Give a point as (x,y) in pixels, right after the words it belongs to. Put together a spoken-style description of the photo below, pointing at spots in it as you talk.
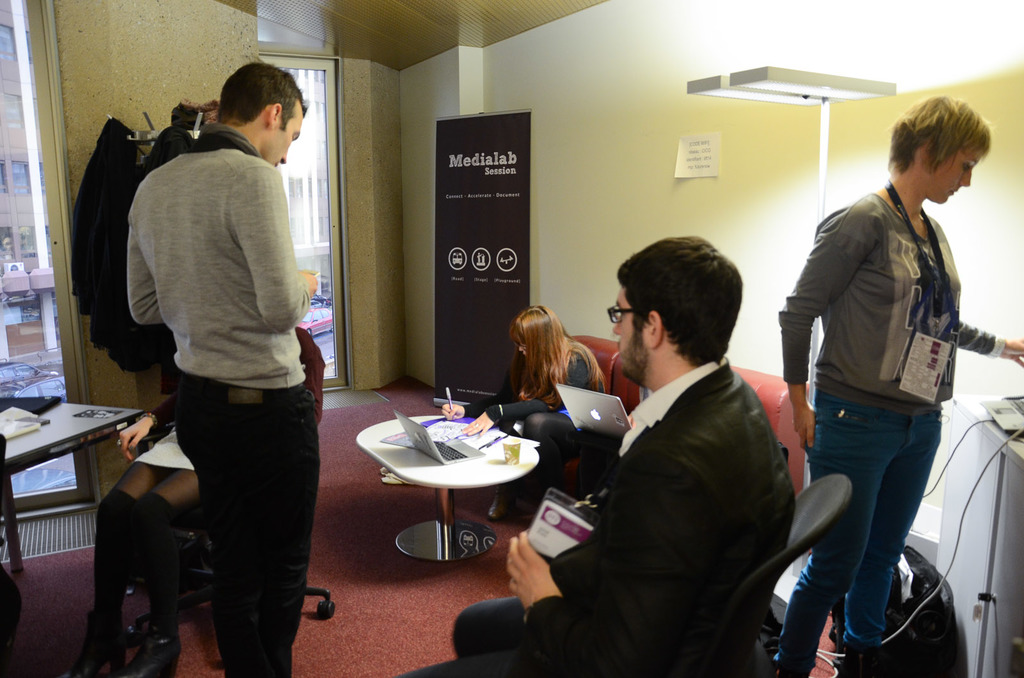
In this image I can see people (644,270) where few are standing and rest are sitting. I can also see laptops (570,414), a board (456,291), a sofa (776,402), few chairs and a table (32,438). In the background (14,363) I can see few vehicles (62,397) and a building (7,229).
